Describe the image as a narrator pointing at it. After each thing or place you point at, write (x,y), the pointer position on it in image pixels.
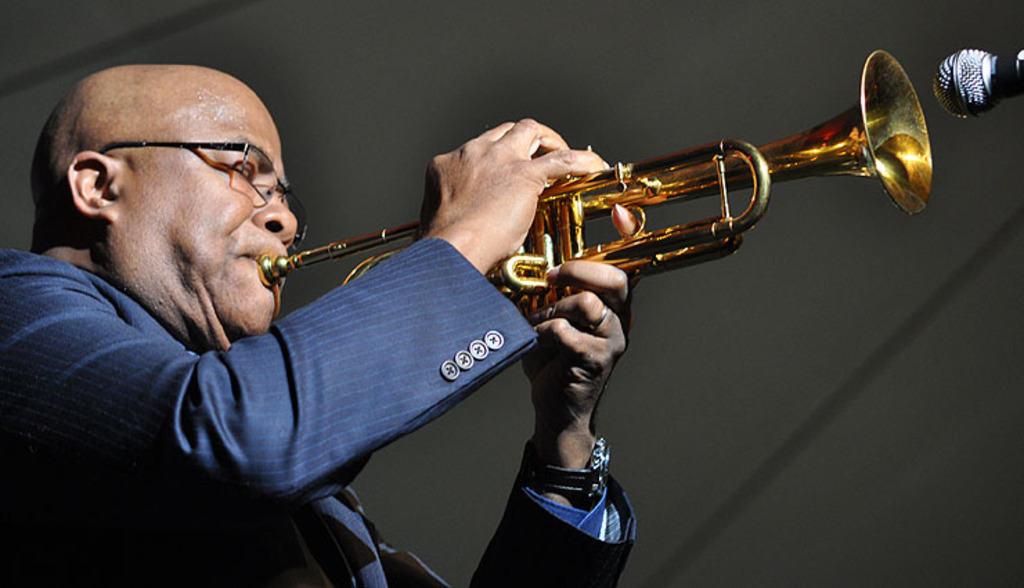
As we can see in the image there is a person (123,311) wearing blue color jacket (274,381) and holding musical instrument (362,239). On the right side (973,87) there is a mic (949,84).
